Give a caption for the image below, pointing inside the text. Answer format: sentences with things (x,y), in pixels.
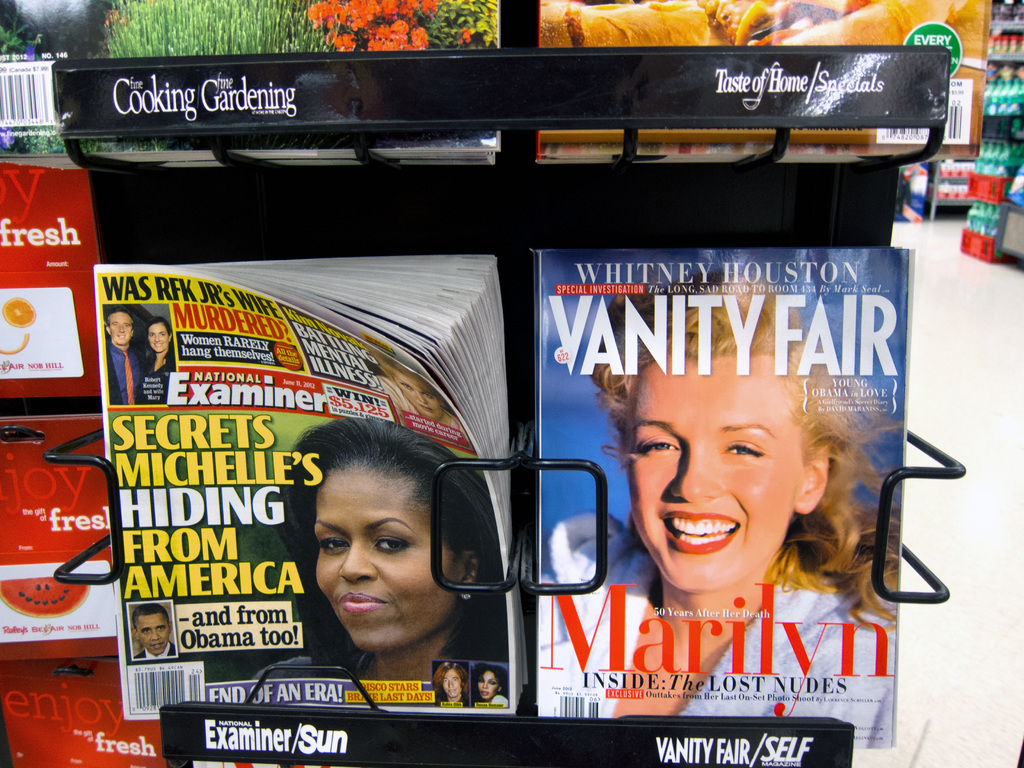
In this picture I can see magazines (183,399) in a stand (596,755), and in the background (1002,100) there are some objects (1002,100).
